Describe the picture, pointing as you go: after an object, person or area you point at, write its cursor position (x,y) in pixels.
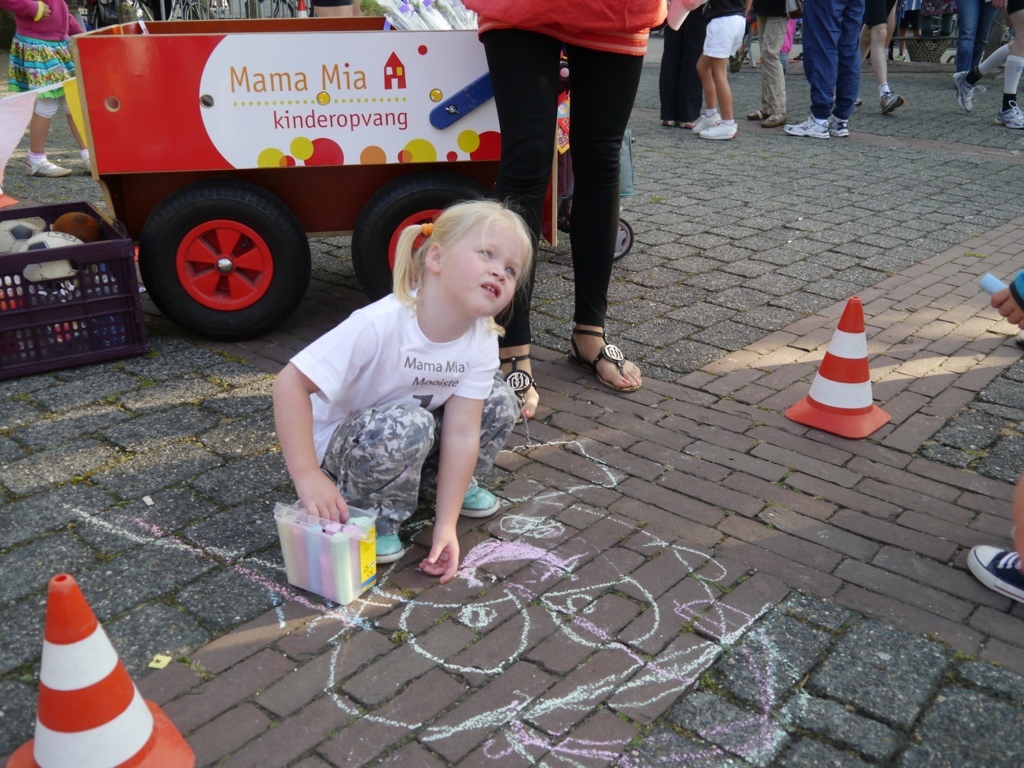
In this picture we can see some people (778,115) are walking and some people (525,102) are standing on the walkway (810,234) and a kid (494,392) is in squat position. On the walkway (335,671) there are cone barriers (61,647), a cart (203,300) and a plastic container (80,264). In the cart (417,54), there are some objects (426,11).
